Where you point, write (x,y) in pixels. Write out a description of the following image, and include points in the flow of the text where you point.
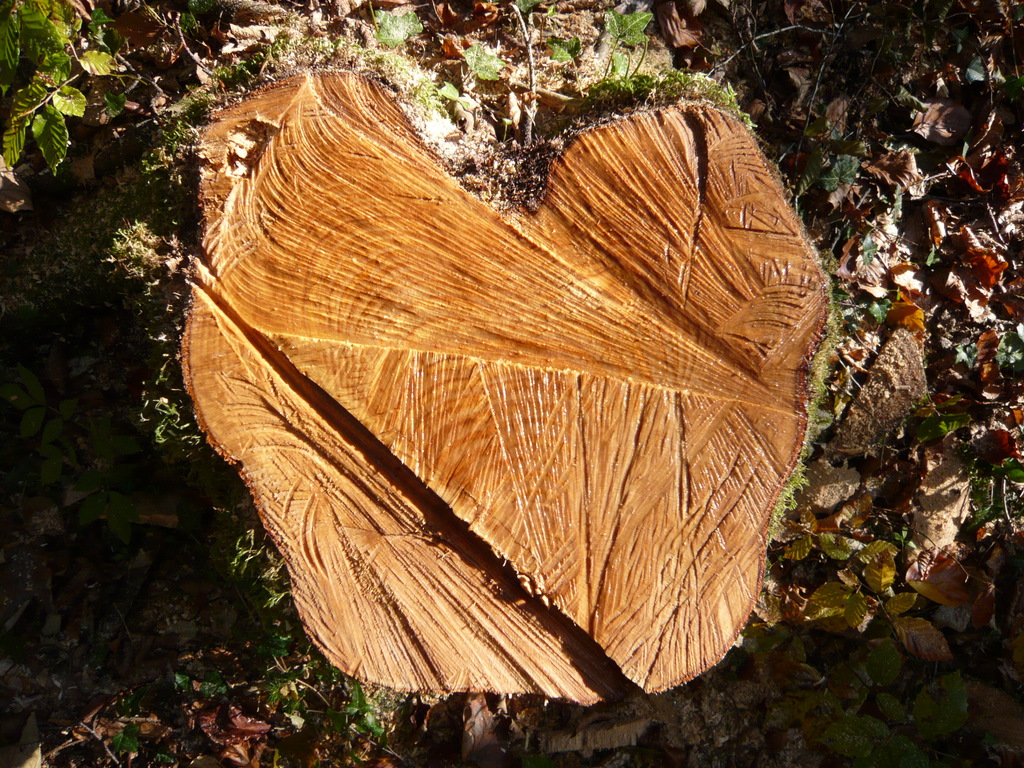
In this picture we can observe a trunk (319,376) of a tree (474,438) which is in brown color. There are some dried leaves (857,281) on the land (229,580) which are in brown color.
